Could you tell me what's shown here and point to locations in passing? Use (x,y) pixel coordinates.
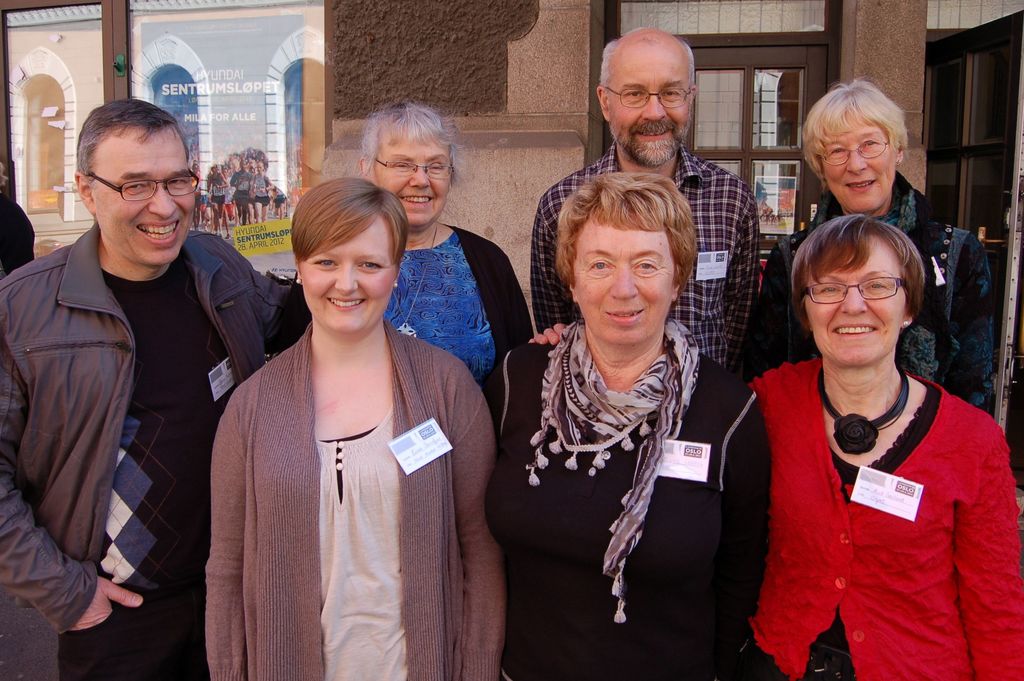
In this picture there is a group of old women and men (326,331) standing in the front (506,279), smiling and giving a pose into the camera. Behind there is a house (214,36) with glass windows (53,57) and brown color wall (533,134).
